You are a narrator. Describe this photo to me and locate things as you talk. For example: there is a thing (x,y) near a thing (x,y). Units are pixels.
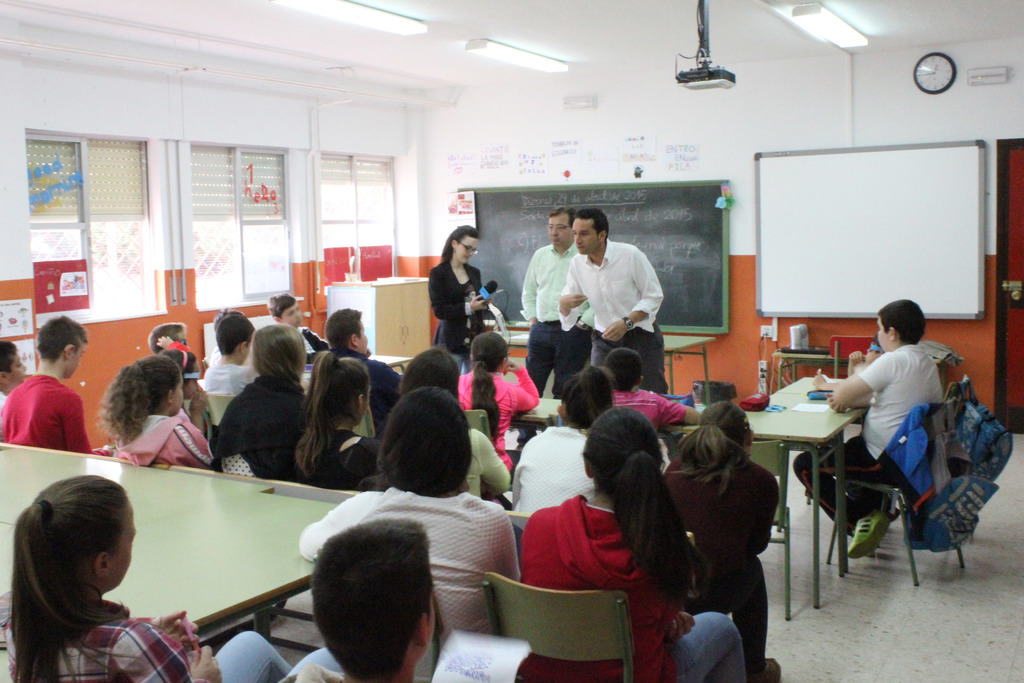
In this image we can see some persons (274,667) sitting on chairs (467,412), there are some tables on which we can see some things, in the background of the image (486,328) there are three persons (533,322) standing, there is projector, wall clock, projector screen (848,230), black board (596,188) and on left side of the image (202,189) we can see windows (279,190) and some paintings (35,264) attached to the wall (167,301).
